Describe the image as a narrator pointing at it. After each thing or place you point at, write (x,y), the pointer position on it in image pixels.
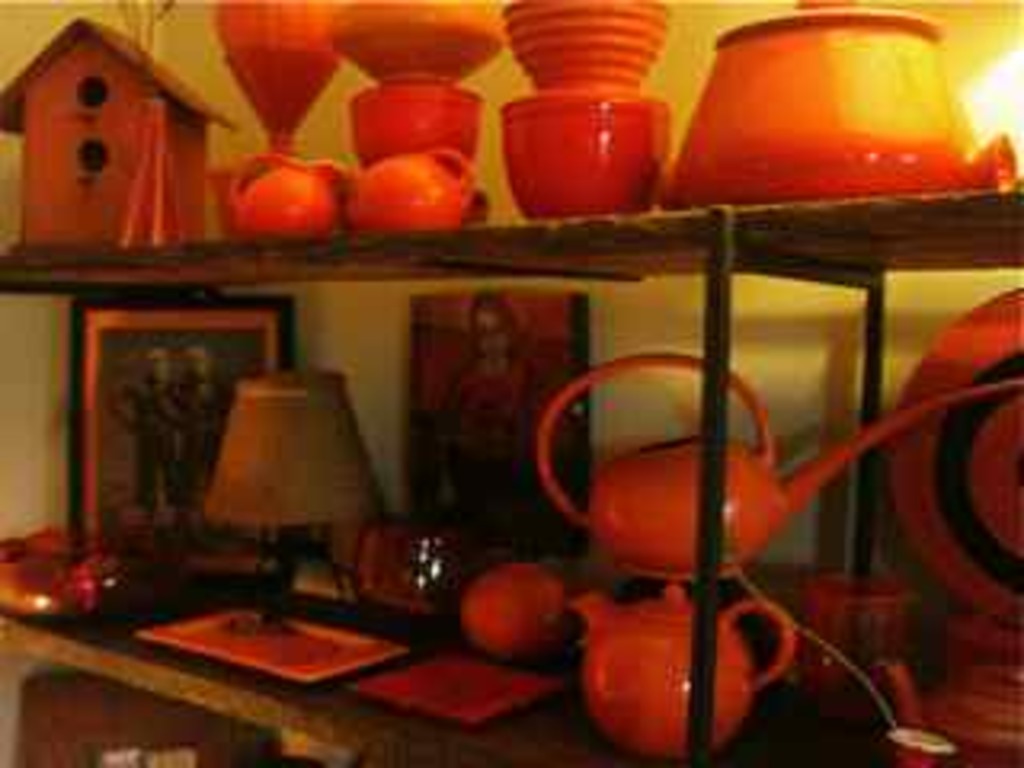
This is a blurred image in which I can see shelves (110,267) with objects (632,486) like teapots (645,505), lamps (309,570), wall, painting (490,359), a hut (90,186), cups (239,172), mugs (403,164), pots (914,103) and other objects (418,666).
